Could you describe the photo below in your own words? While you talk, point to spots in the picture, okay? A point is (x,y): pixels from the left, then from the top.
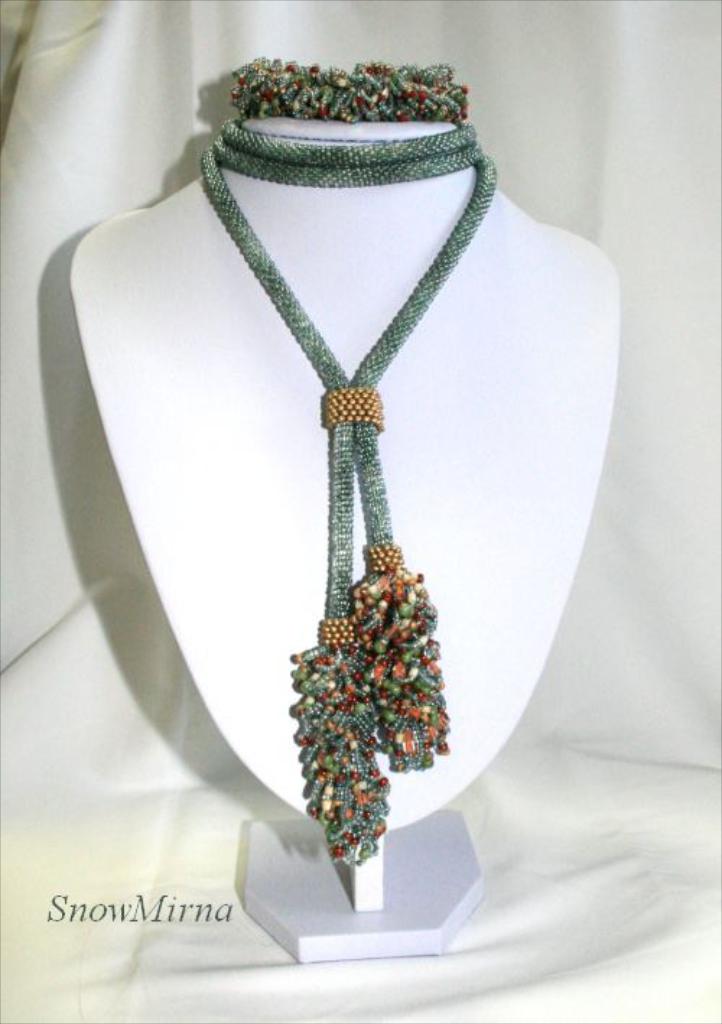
It's a jewelry ornament (387,640).
